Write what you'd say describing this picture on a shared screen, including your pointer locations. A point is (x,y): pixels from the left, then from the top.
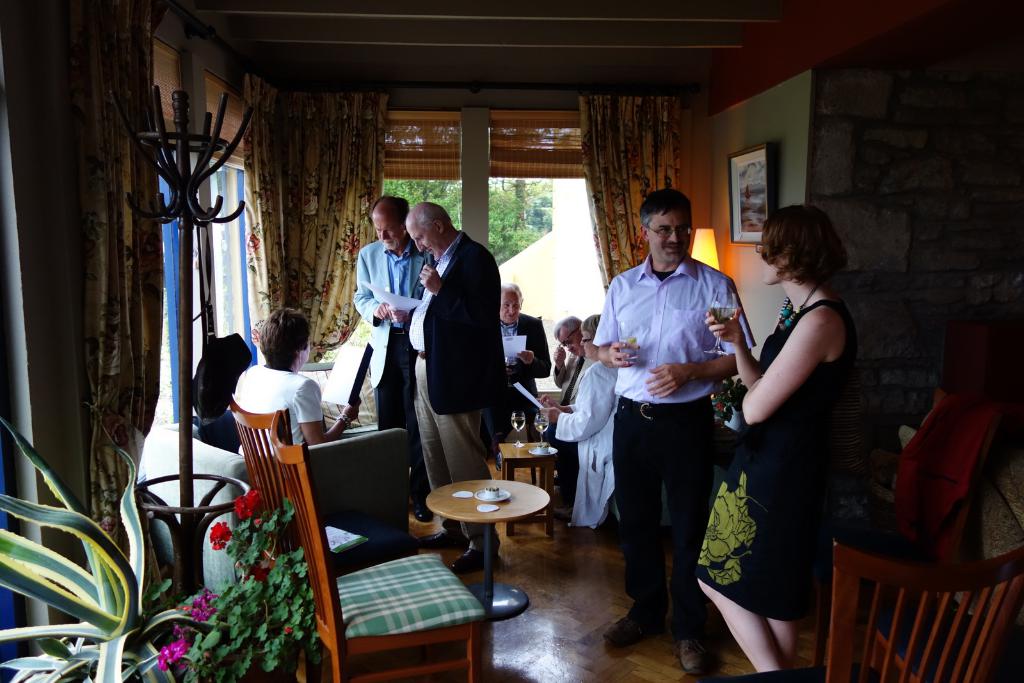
In this image there are group of people (498,432) some of them are standing and some of them are sitting. On the right side (752,444) there are two persons (670,454) who are standing and they are holding a cup (632,335) it seems that they are talking with each other. On the left side (89,238) there is one window (163,266) and curtains (159,236) are there and on the top (571,27) there is ceiling (685,44) and on the right side (900,176) there is one wall (907,381) and in the middle (349,441) there are some chairs (353,508) and tables (460,484), on that tables (473,513) there are cups (490,489) and on the background (498,194) there are some trees (505,199) and in the bottom of the left corner (273,592) there are plants (247,596) and flowers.
